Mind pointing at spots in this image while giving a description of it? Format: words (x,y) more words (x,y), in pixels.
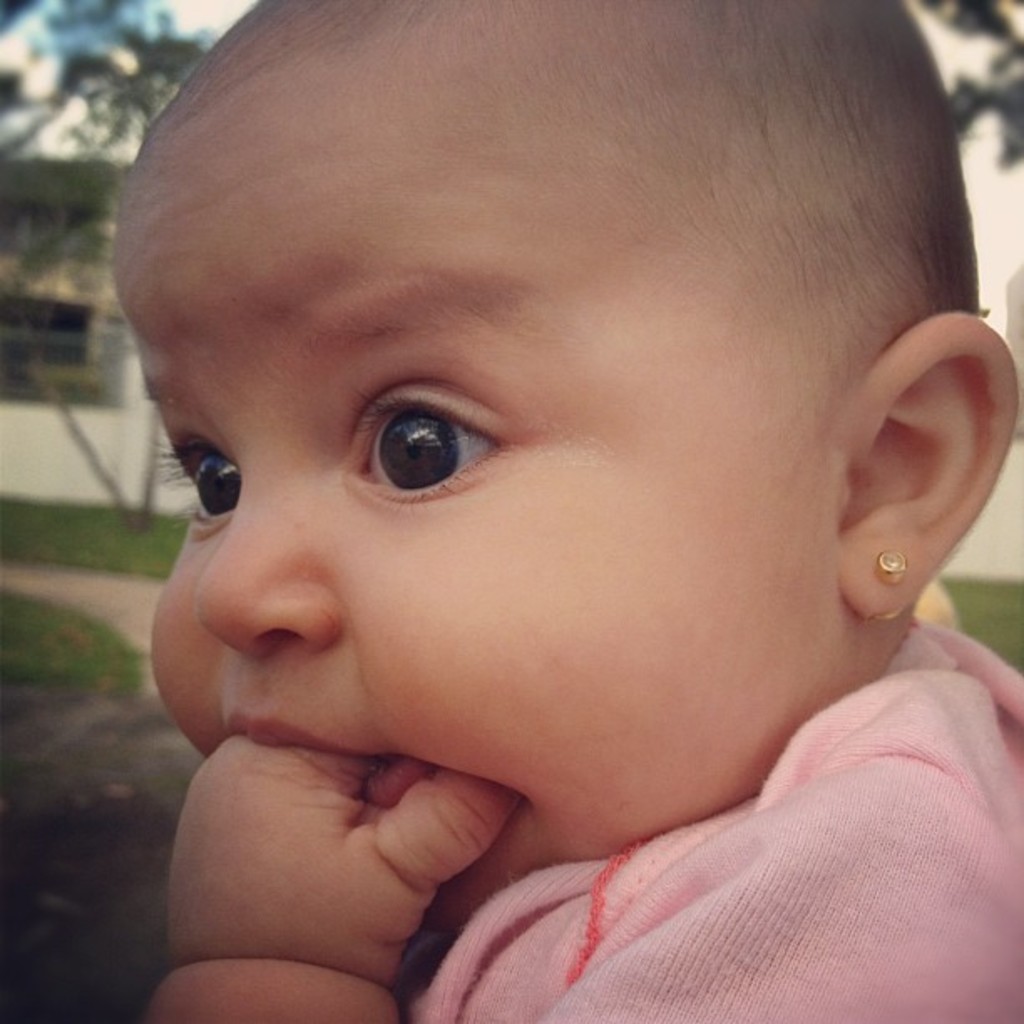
In the image there is a baby (583,371) in the foreground (246,636) and the background of the baby (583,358) is blur.
